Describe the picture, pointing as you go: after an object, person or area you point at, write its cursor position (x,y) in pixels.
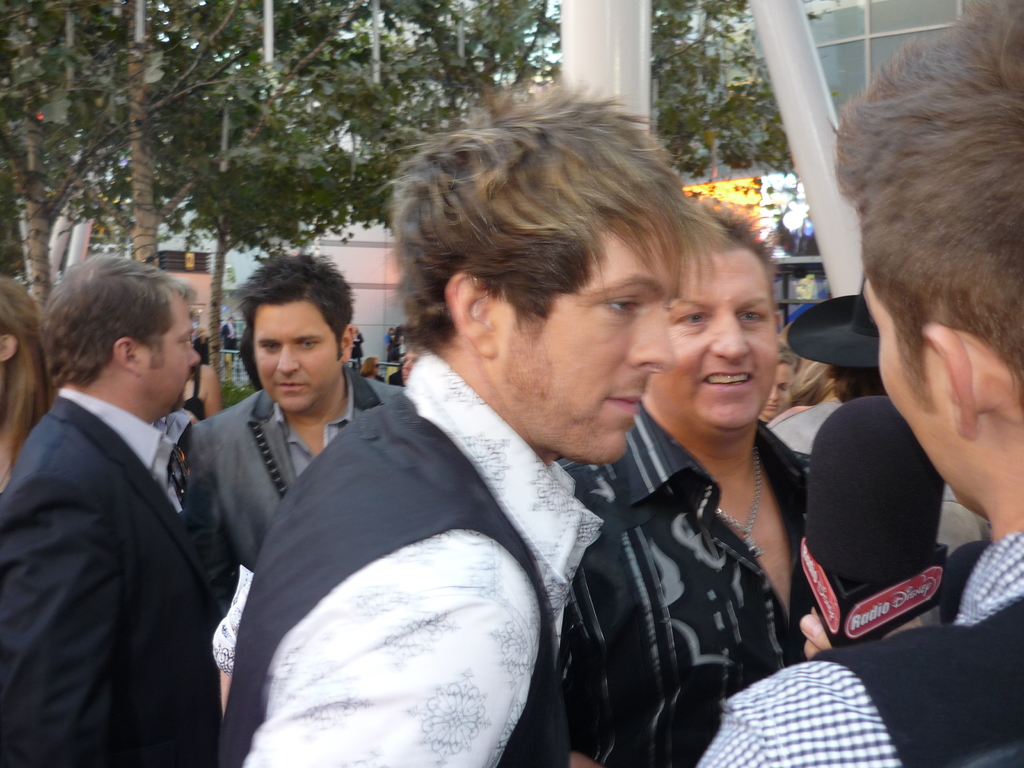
In this image we can see many persons (617,444) talking to each other. In the background (163,180) we can see trees (257,174), buildings (339,242), persons (353,346) and sky (557,41).
